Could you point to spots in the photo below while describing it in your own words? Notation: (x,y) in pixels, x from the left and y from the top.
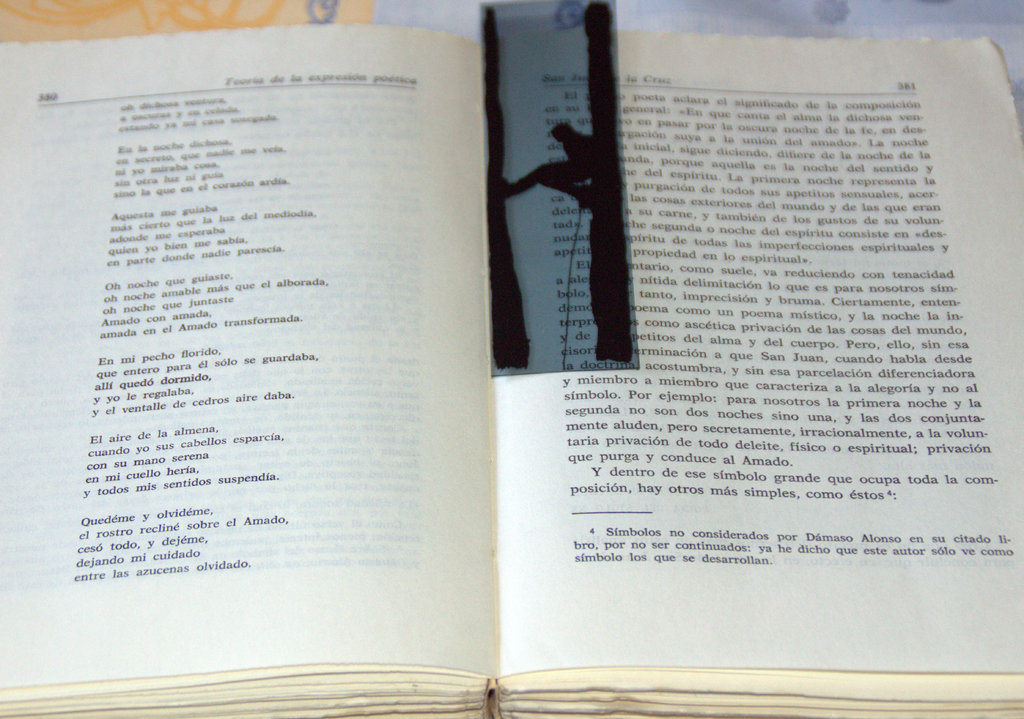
In this image there is an open book (676,165), there is an x-ray filter (571,230) placed on top of the book (467,301).
